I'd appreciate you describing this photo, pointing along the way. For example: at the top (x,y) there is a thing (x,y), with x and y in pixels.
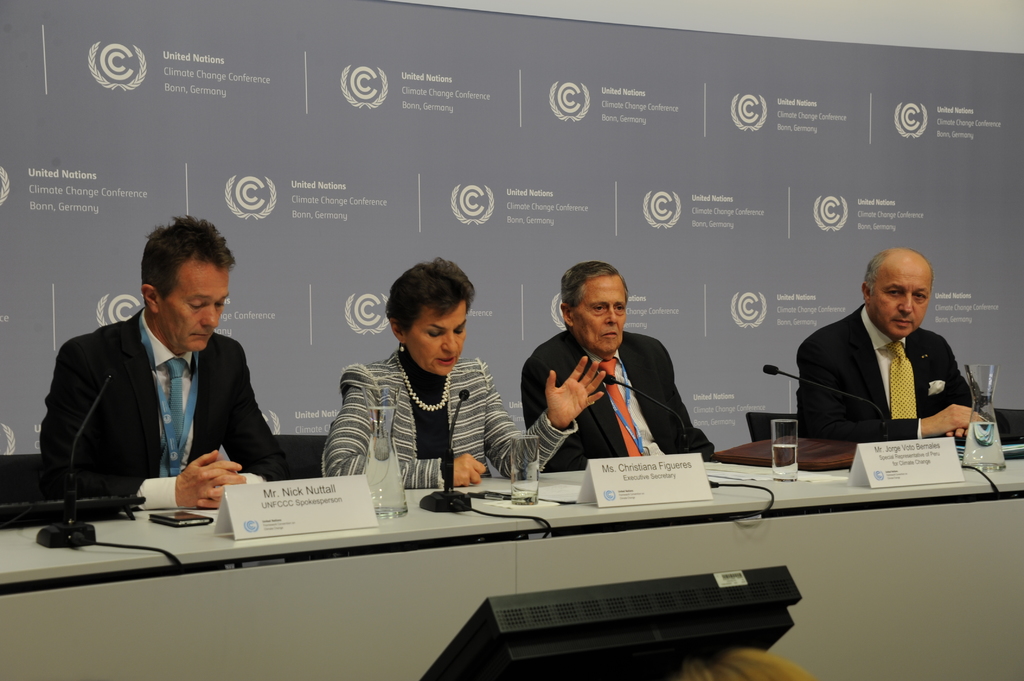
In this image we can see people (921,362) sitting at the desk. On the desk (492,489) there are mics (458,511), glasses (511,490) and boards (668,467). In the background (800,100) there is a wall (646,94).
